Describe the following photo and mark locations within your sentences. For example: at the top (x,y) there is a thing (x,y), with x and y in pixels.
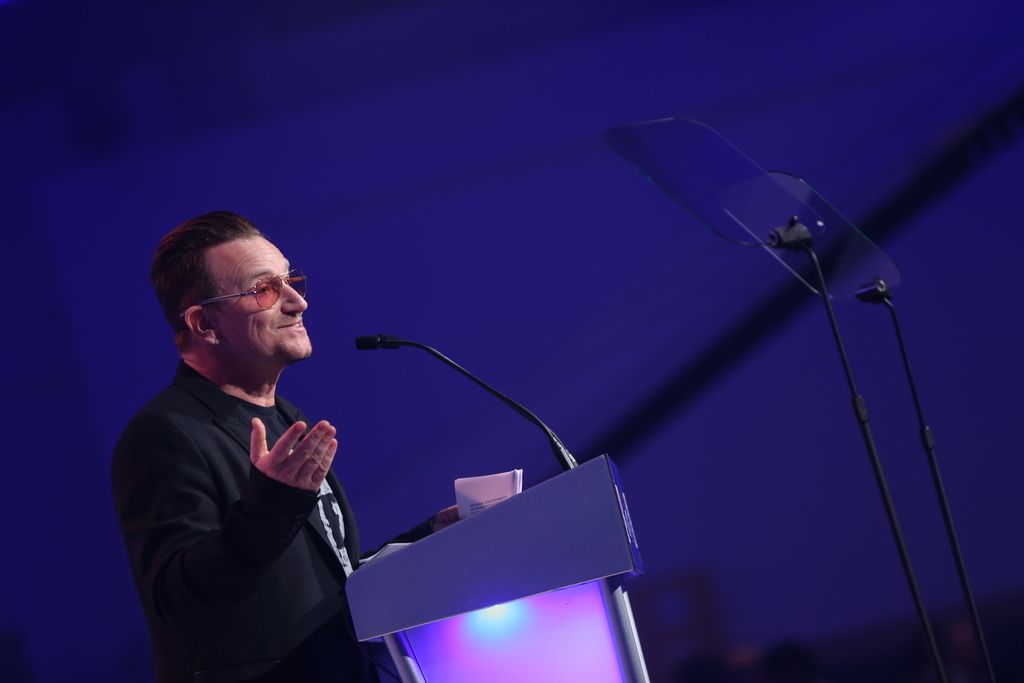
In this picture I can see a man (254,429) standing at a podium (455,544) and I can see a microphone (560,456) and couple of stands (813,250) on the right side (850,323) and a dark background (429,172).
